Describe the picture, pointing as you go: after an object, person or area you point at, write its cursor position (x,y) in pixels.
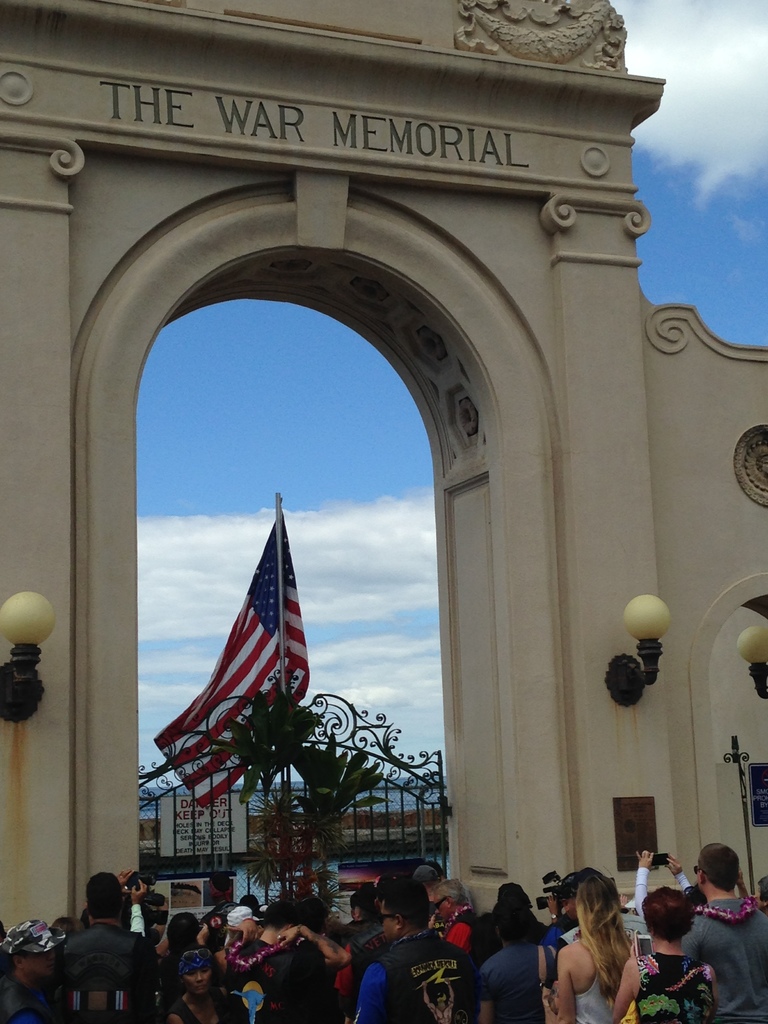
This picture shows an arch (62,97) with a metal Gate (324,742) and we see a flag pole (281,583) and a blue cloudy Sky (380,469) and few people (676,961) standing and few (667,924) are holding mobile phones (657,864) and taking picture and we see lights (756,670) and few plants (334,760) and we see a board (236,842) with some text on it.
